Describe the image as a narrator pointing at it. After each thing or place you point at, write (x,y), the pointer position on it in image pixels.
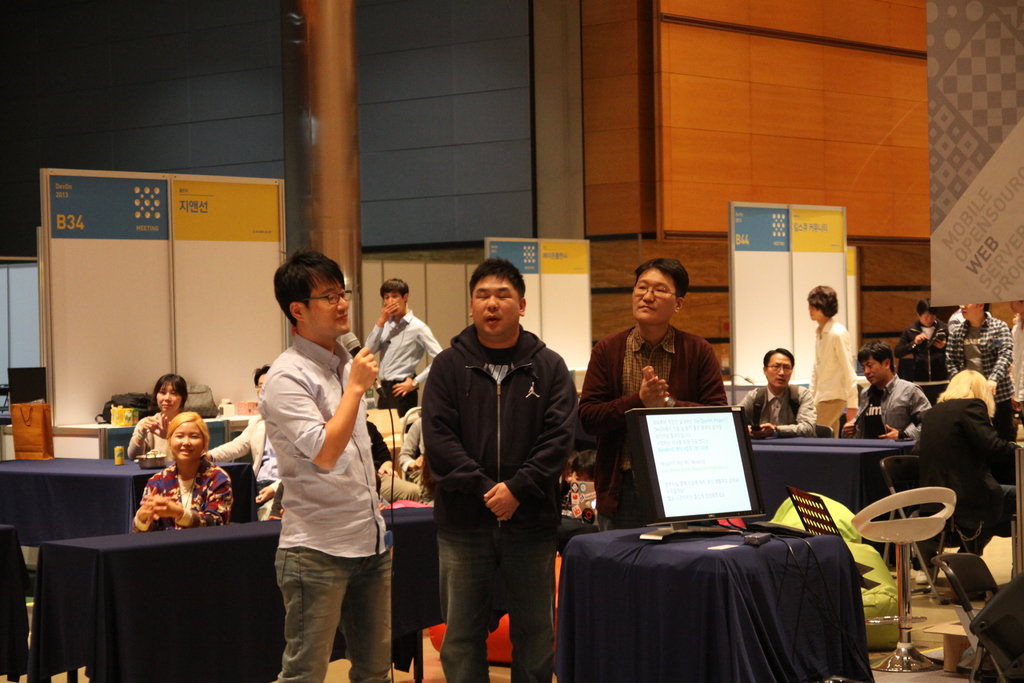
In the middle of this image (497,362), there are three persons (544,371) in different color dresses (676,360), standing. One of them is holding a mic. Beside them, there is a screen (741,413) arranged on a table (785,554) which is covered with a cloth (760,622). In the background (1013,341), there are other persons (969,341), tables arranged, white color boards (807,369) arranged, a pillar (355,237) and a wall (787,115).
